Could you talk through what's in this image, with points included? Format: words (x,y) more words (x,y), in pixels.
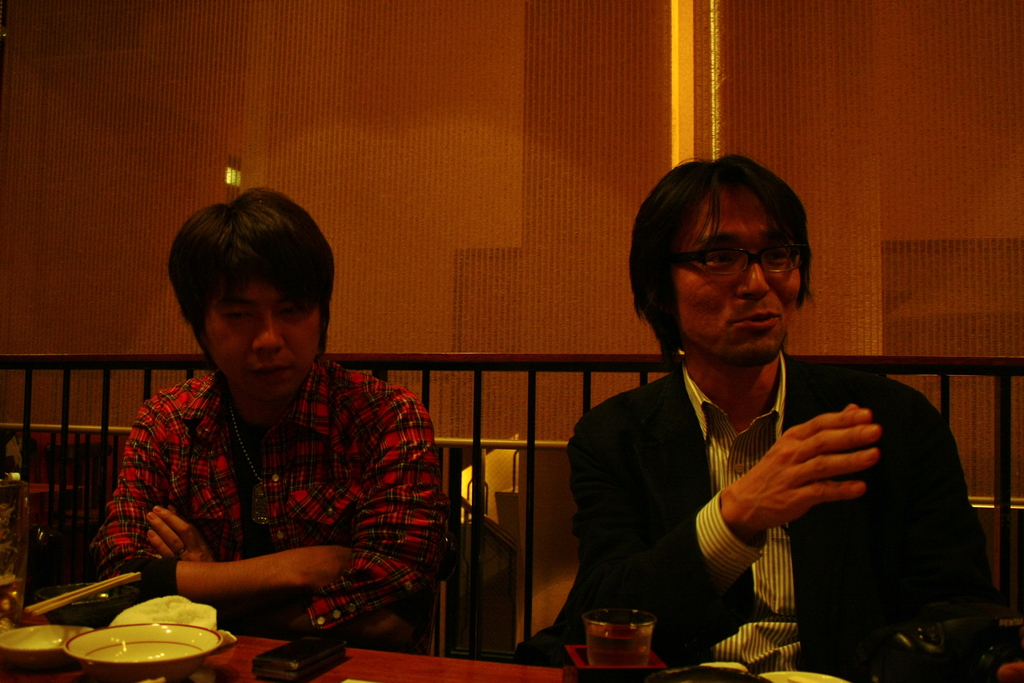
In the image there are two people (416,467) sitting in front of the table (520,666), the second person (631,550) is talking something and there are few bowls (102,624) and chopsticks (122,583) kept on the table (343,671) and behind the people (421,446) there is a window (376,204).
